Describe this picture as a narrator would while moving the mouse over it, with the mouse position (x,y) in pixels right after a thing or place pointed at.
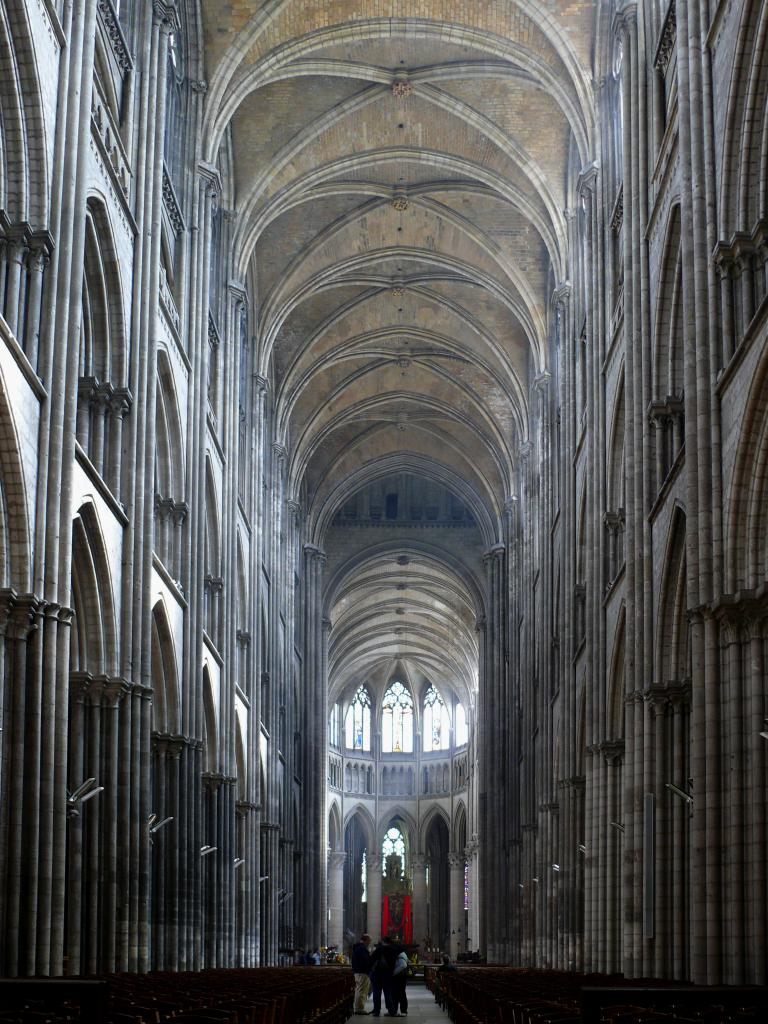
This is an inside view of a building (609,623). On the right (635,783) and left side of the image (125,665) I can see the pillars (224,864). At the bottom (247,993) there are benches (466,1000) on the floor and few people (378,974) are standing.
